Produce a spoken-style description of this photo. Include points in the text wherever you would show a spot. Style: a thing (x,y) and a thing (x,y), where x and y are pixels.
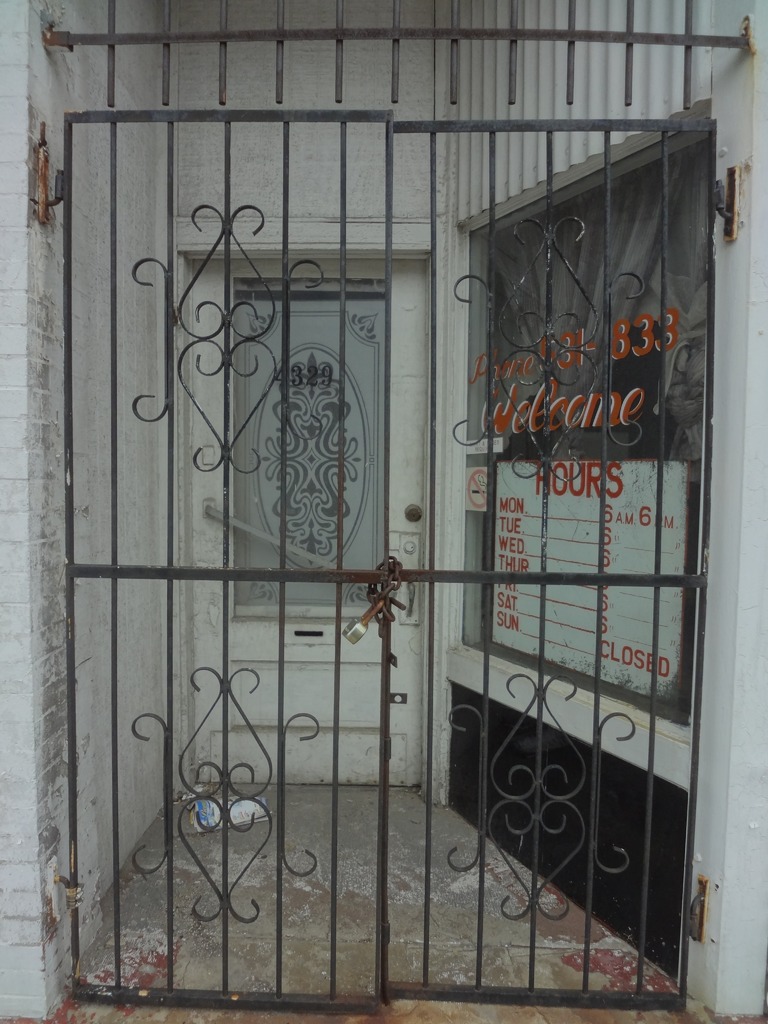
In this picture it looks like the entrance (420,851) of a place (523,537) with the gate (141,578) locked.
